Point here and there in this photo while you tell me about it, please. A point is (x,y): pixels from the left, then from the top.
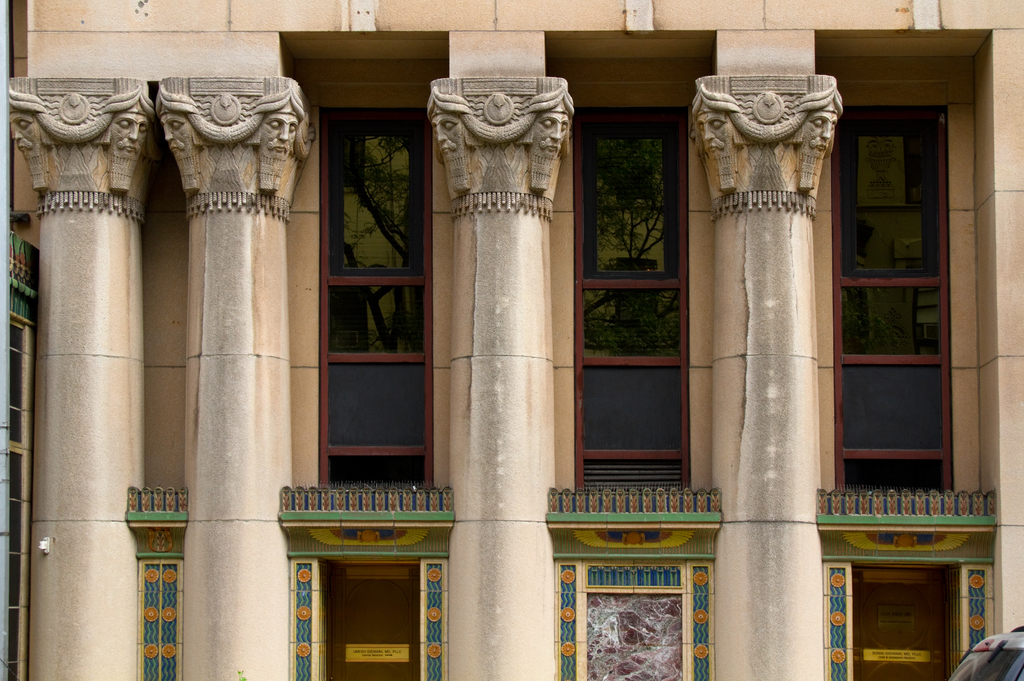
In the foreground (199,228) I can see pillars (255,214), sculptures (226,158), fence (567,491), wall paintings (581,530) on a wall (166,29). This image is taken during a day.
